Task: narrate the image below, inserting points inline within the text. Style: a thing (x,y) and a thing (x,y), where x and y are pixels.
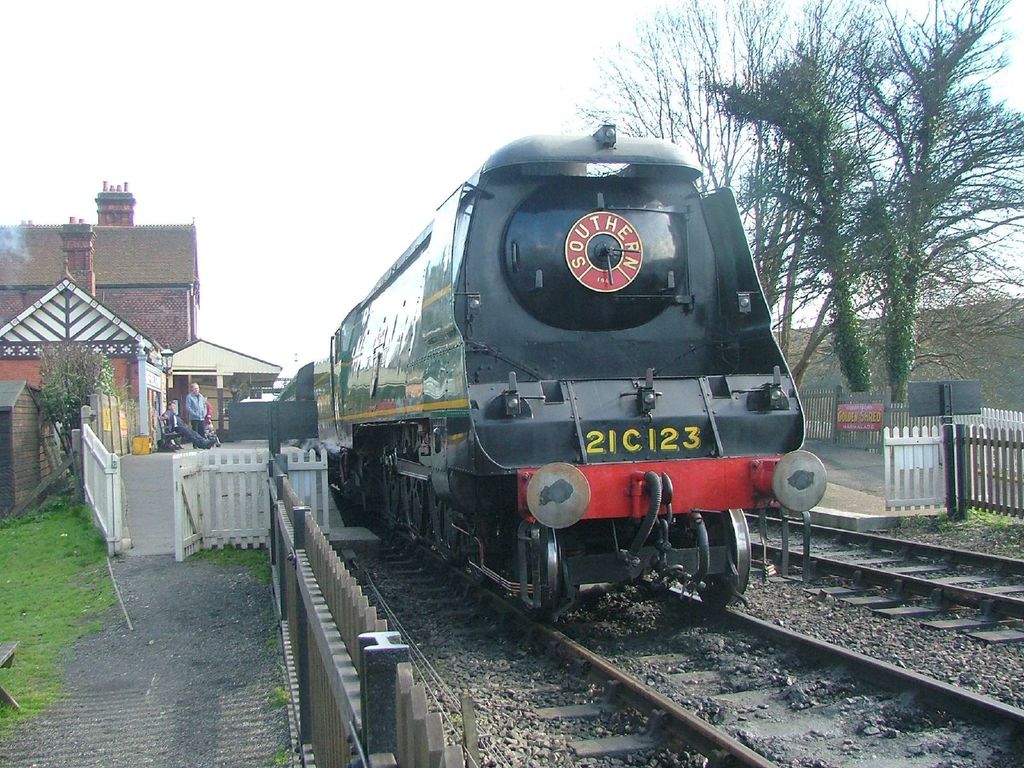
In the center of the image (550,468) there is a train (724,607) on the railway track (724,607). On both right and left side of the image (202,544) there is a wooden fence (908,453). There are trees (109,359). On the right side of the image (875,424) there are boards (942,401). On the left side of the image (165,402) there are buildings (218,350). In front of the buildings (225,372) there are people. At the bottom of the image (70,559) there is grass (56,536) on the surface (68,518). In the background of the image (379,86) there is sky (417,71).
